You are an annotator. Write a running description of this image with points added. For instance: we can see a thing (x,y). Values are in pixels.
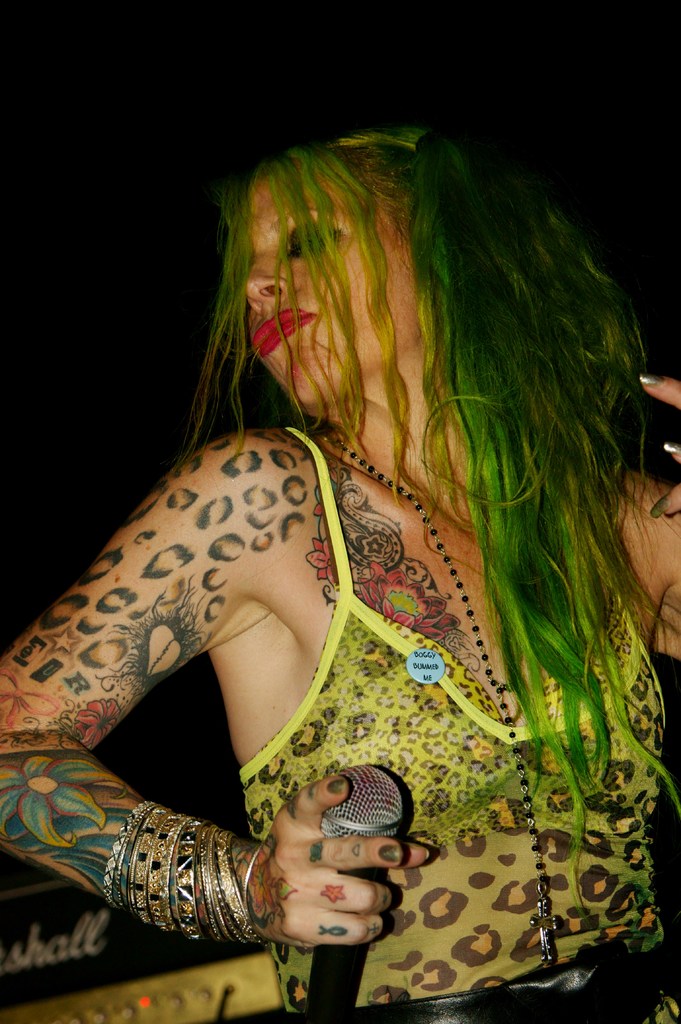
A woman (385,676) is holding microphone (355,872) in her hand (348,850).
